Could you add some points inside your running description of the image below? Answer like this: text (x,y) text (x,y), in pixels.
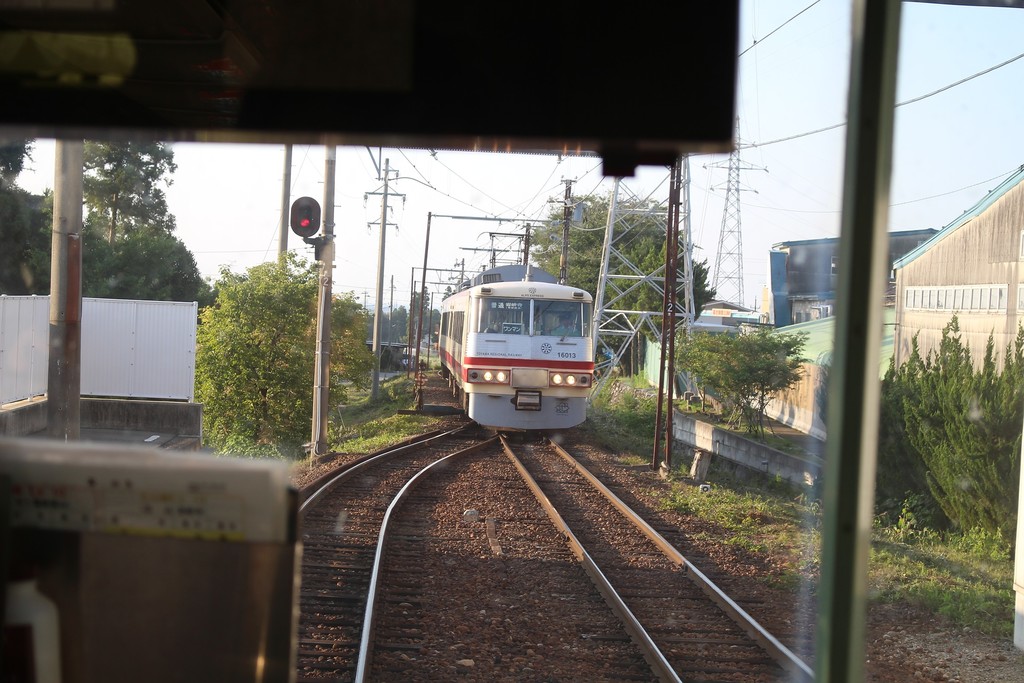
In this image I can see few railway tracks (335,499) and on it I can see a white colour train (488,339). I can also see number of poles (284,250), wires (269,252), buildings (1004,328), trees (366,358) and here I can see a signal light (305,203). I can also see few numbers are written over here.
